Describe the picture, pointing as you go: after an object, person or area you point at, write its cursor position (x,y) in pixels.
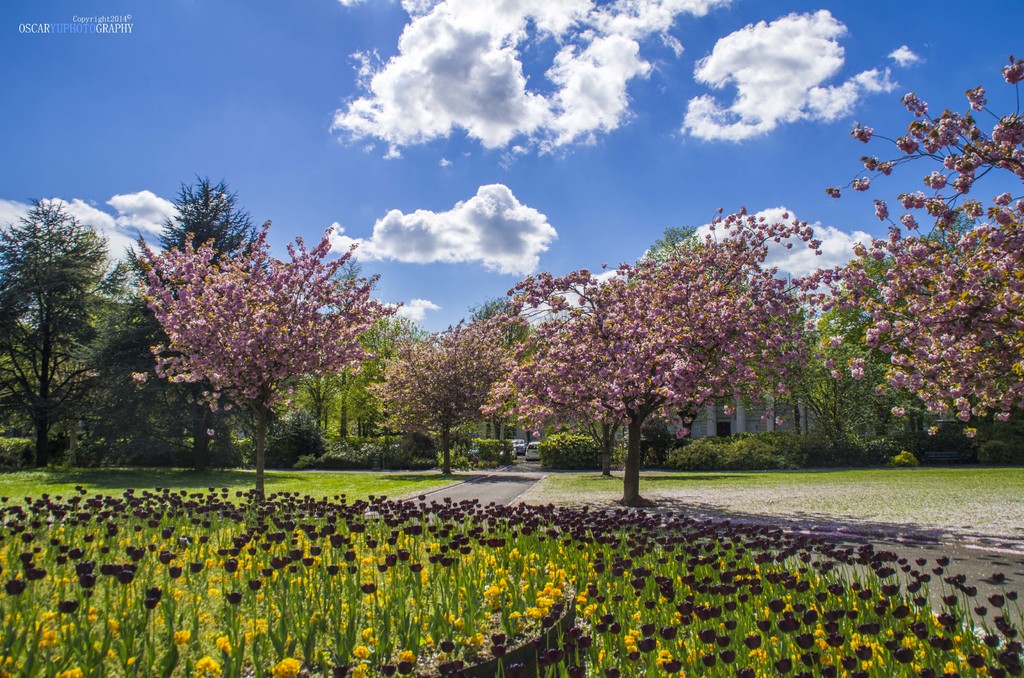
In this image we can see a picture. In the picture there are sky (486,151) with clouds (814,100), trees (201,321), buildings (767,399), motor vehicles (534,443), road (516,469), bushes (566,463) and ground (828,511).
